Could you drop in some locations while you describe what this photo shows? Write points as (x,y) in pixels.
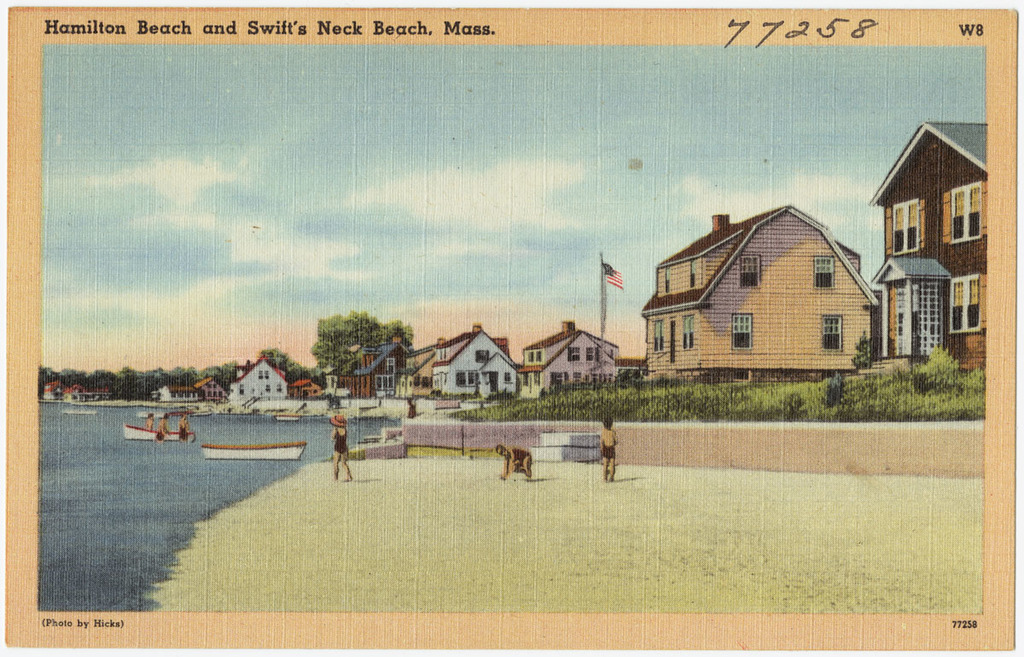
In this image, we can see depiction of persons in the beach (322,588). There are some houses (756,298), trees (350,328) and plants (889,388) in the middle of the image (556,351). There are boats (252,457) floating on water (207,430). There is a sky (584,97) at the top of the image (525,80). There is a text (295,27) in the top left of the image (184,26).
